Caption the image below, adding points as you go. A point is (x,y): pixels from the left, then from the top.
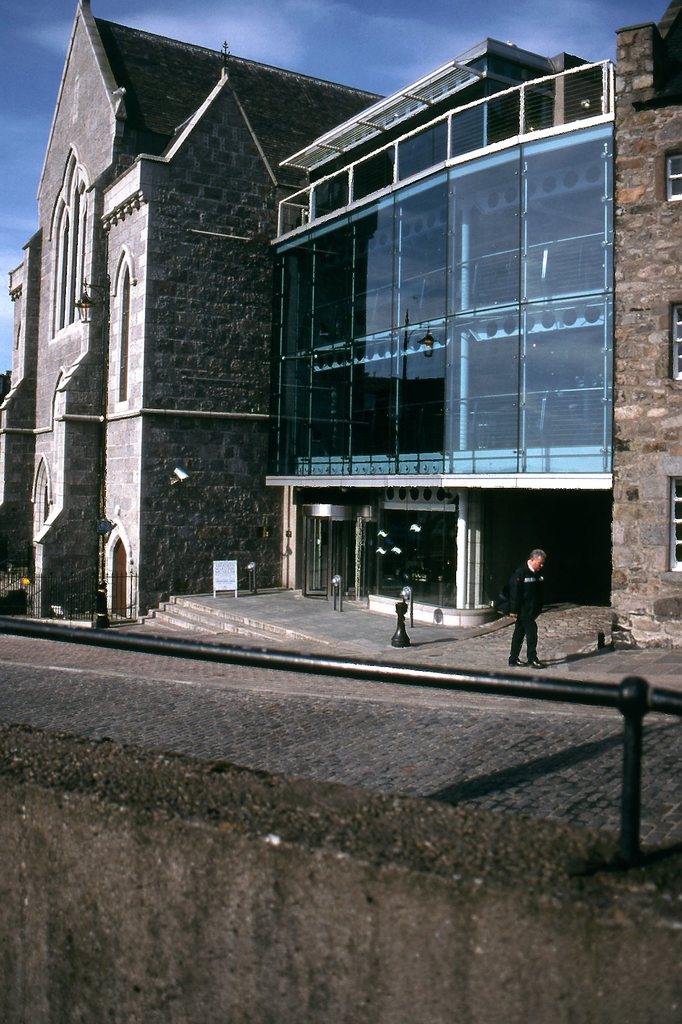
There is an iron fence (620,684) on a wall (592,957). In the background (519,631), there is a person (543,556) in black color dress (522,614), walking on a footpath (601,666), there are buildings (74,202) which are having roofs (129,100) and there are clouds (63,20) in the sky (35,60).
